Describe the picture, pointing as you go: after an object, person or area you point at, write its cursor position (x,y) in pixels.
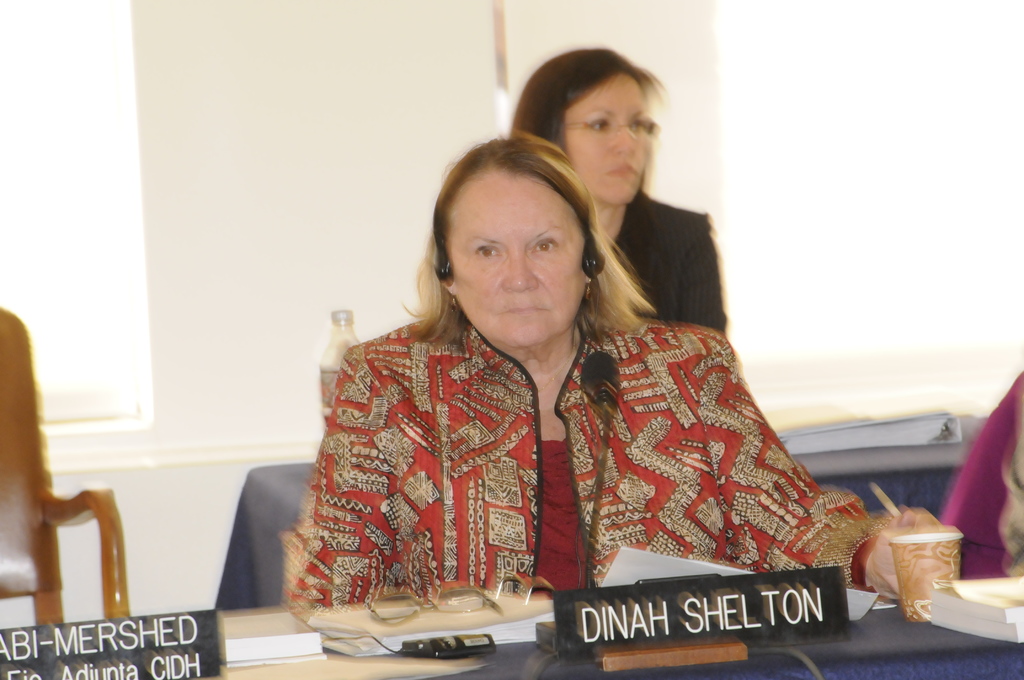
The image consists of a lady (492,365) wearing a headphone (602,265) and in front of her there is a mic (601,400) and there is a table (498,621) in front of her on which there is a paper cup (938,566), papers (978,607) and name board (624,608), behind her there is another lady (645,200) wearing a black suit (671,243) and over the whole background (289,516) there is a chair (9,544) and a table (289,497) on which there is a bottle (344,329) and a file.
